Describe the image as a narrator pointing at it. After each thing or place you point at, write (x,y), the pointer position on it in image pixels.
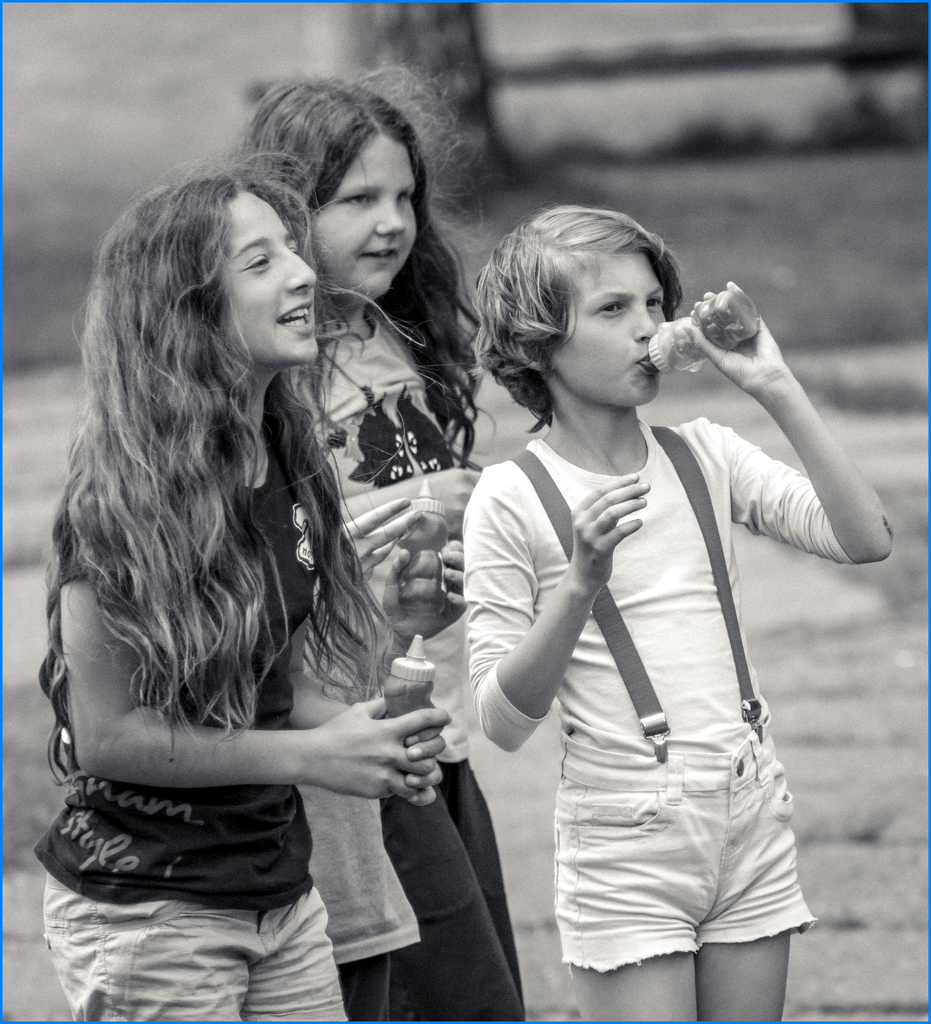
This is a black and white pic. Here we can see kids (305,750) are standing and they are holding bottles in their hands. In the background (279,10) the image is blur.
